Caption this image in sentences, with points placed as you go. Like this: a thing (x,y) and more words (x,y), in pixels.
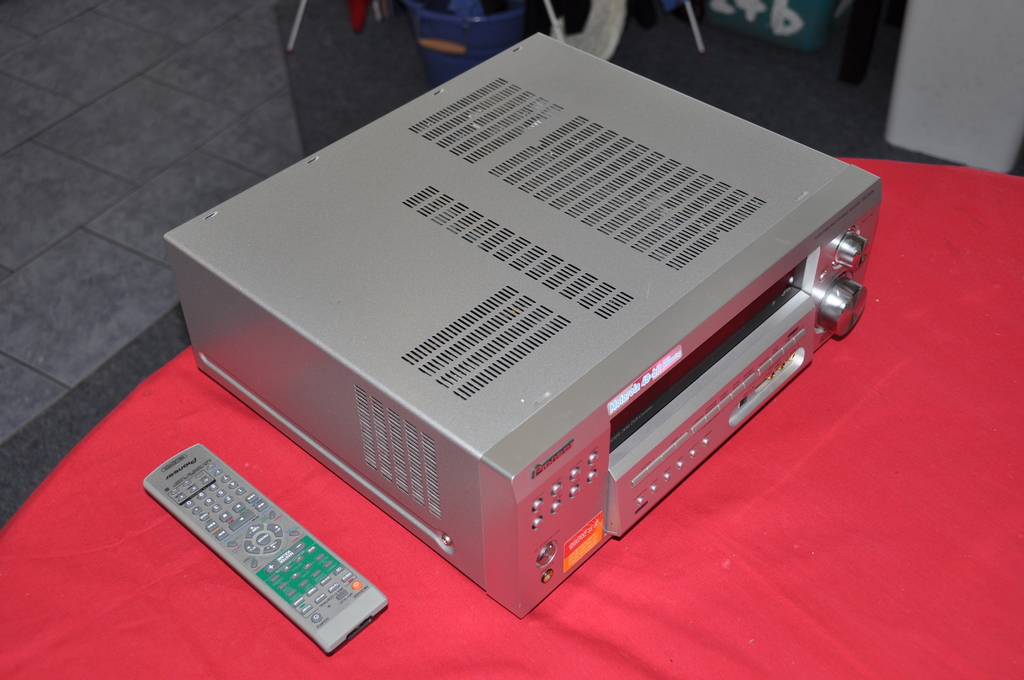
In this picture we can see device (454,415) and remote (279,564) on the table (889,544). In the background of the image (223,100) we can see wall (950,89), floor (844,129) and objects (525,14).
